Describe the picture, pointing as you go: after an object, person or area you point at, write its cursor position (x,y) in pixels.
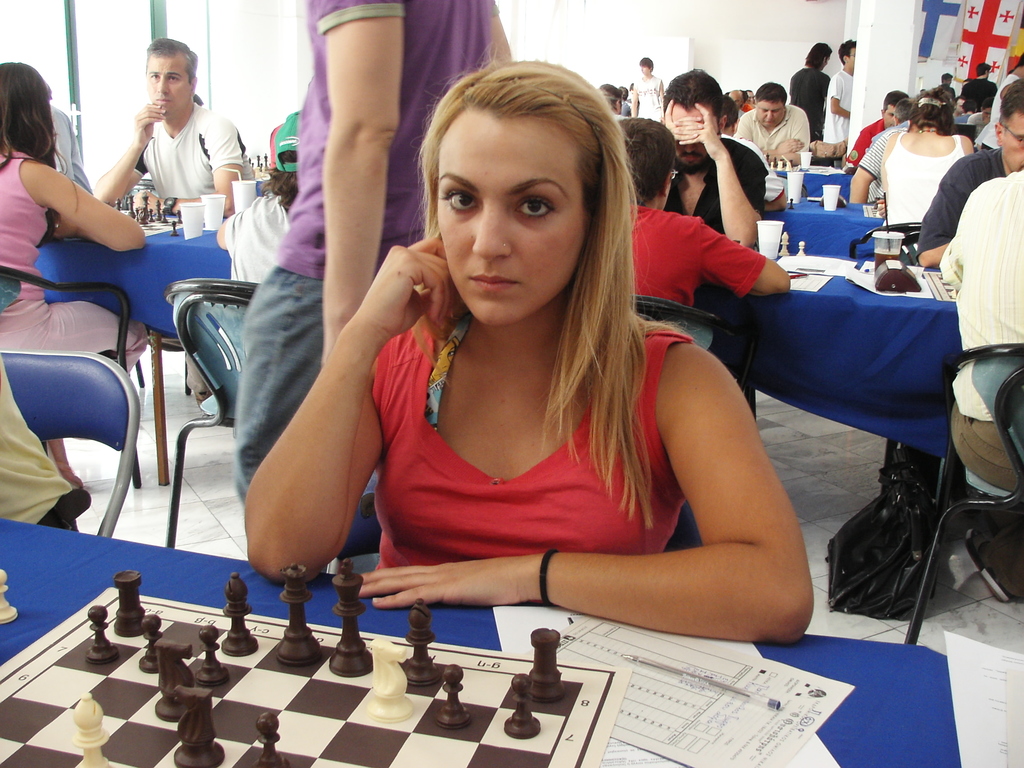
In this picture we can see a group of people (540,177) where some are sitting on chairs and playing chess and some are standing and in front of them on table (848,328) we have chess board (499,712), papers (684,662), pen (658,669), glass (790,177) and below the tables (847,407) we have bags (859,539) and in background (659,12) we can see wall (847,26), flags (957,48).
